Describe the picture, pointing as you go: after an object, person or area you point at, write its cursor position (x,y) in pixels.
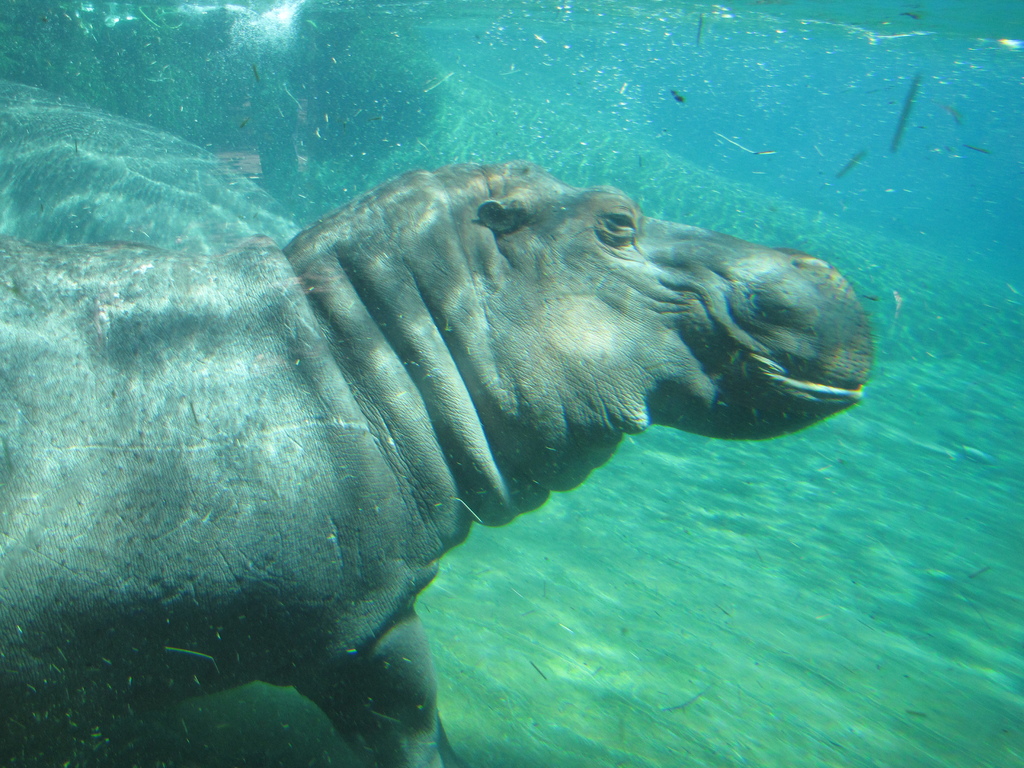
In this image I can see an underwater picture in which I can see an aquatic animal (319,413) in the water (683,522).
